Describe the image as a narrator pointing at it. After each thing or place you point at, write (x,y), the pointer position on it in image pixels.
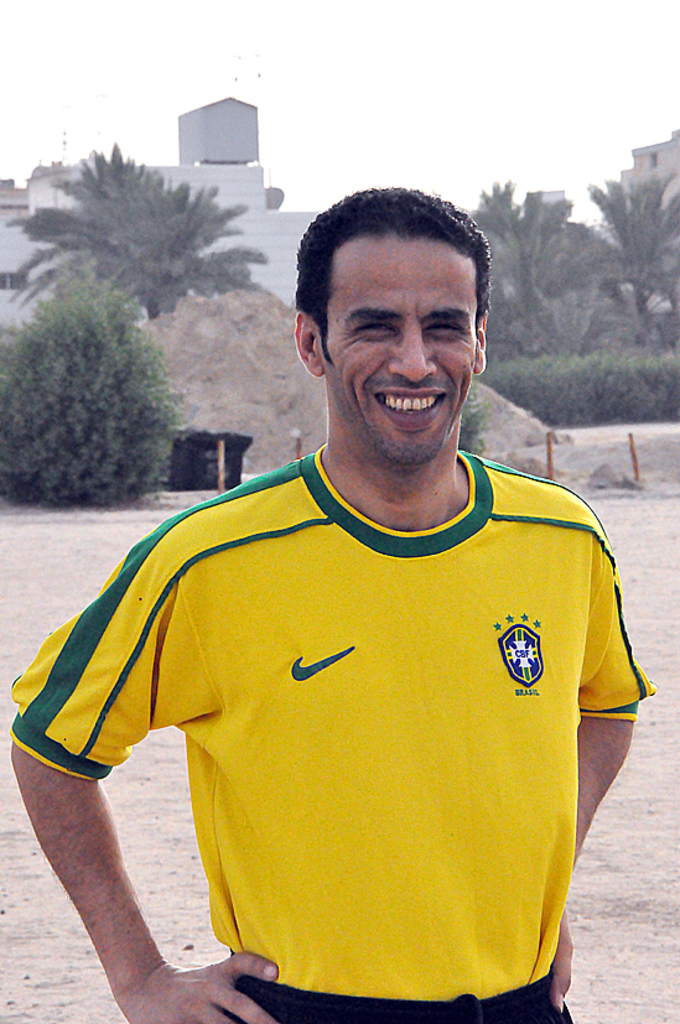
This picture is of outside the city. In the center (408,456) there is a man (464,618) wearing yellow color t-shirt (410,743), smiling and standing. In the background (239,330) we can see the plant (121,344), trees (563,254), sky (489,102) and buildings (670,143) and ground (34,564).
